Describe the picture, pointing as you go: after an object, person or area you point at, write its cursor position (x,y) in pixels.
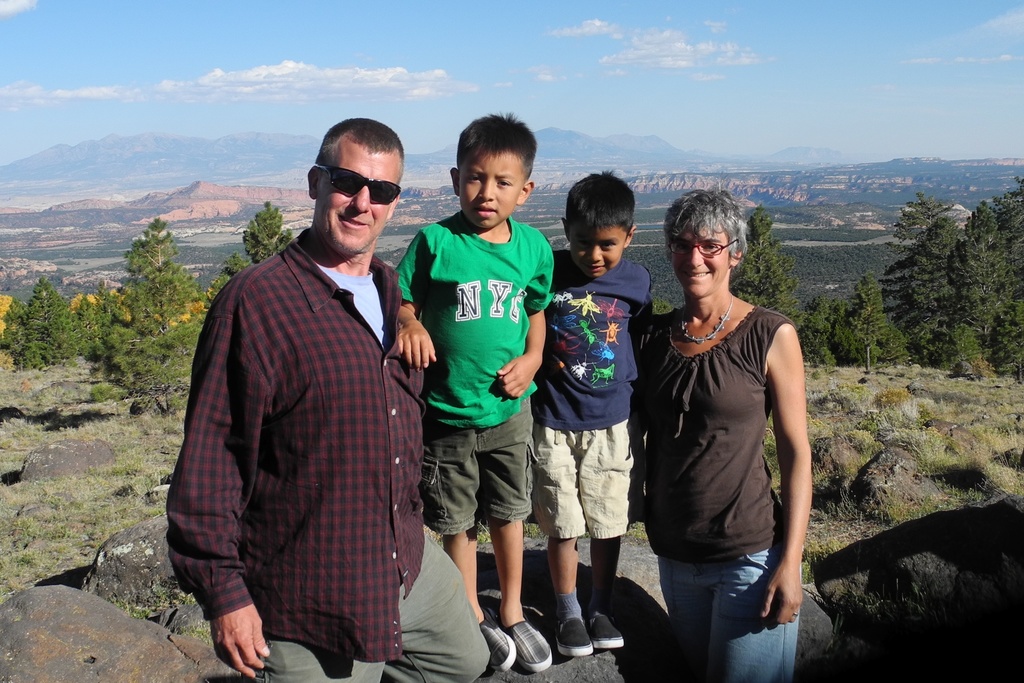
In this picture we can see few people (792,559) are standing, among them children (613,645) are standing on the rock (625,574), beside we can see some trees (759,222), hills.
